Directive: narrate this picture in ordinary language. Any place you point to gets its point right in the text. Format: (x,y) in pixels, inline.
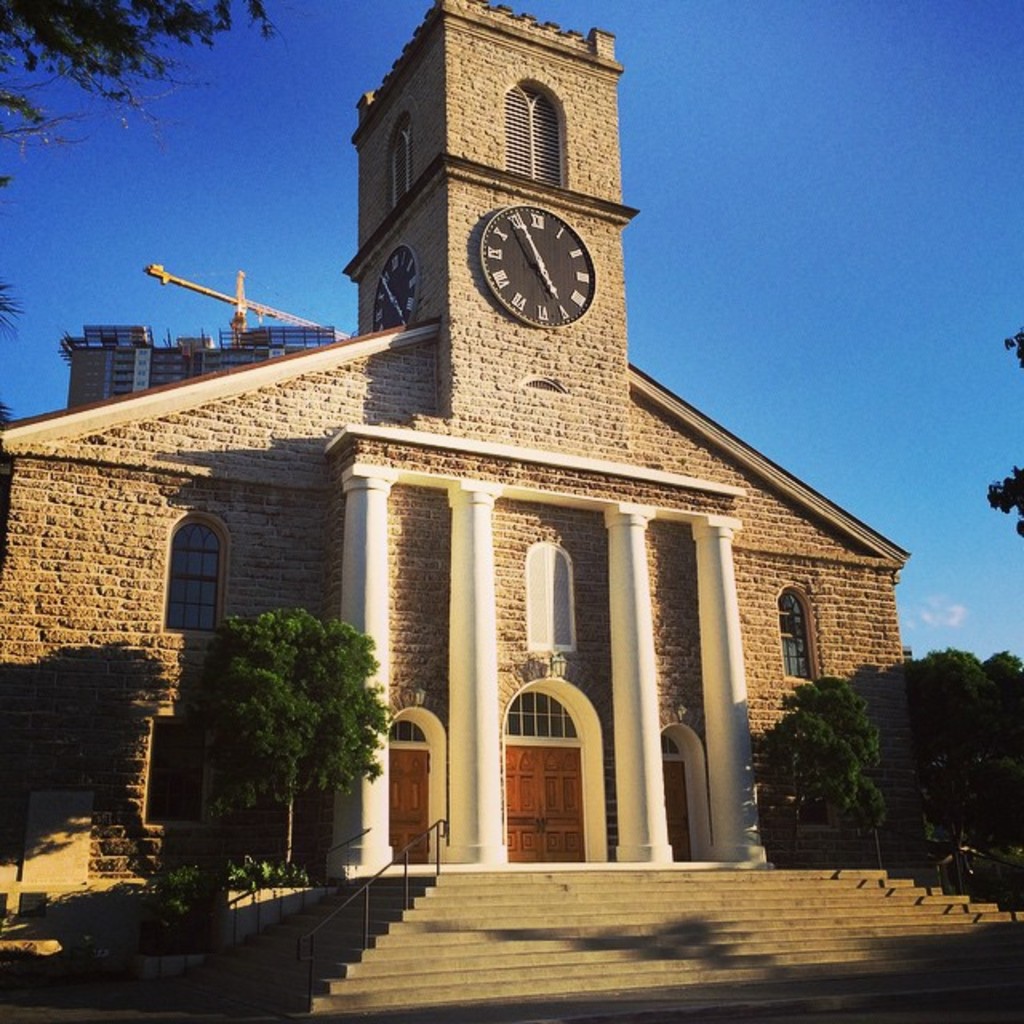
In this image we can see a building (773,472) on which clock (526,270) is present along with windows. In the foreground of the image (633,978) we can see a staircase (636,985), group of trees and in the background (258,309) we can see building (165,353) and a crane (240,308) and sky (223,161).
